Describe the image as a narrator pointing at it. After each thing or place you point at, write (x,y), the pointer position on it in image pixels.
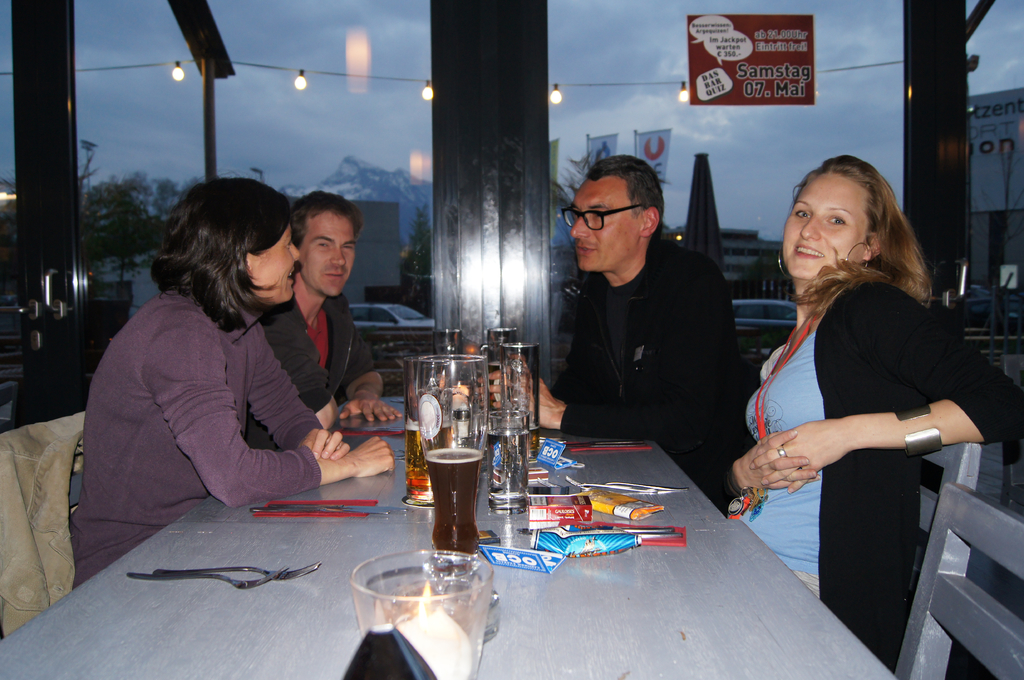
There are four persons (357,353) sitting on the chair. On the background (388,132) we can see glass window (386,127). From this glass window (367,130) we can see lights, sky (768,212), trees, buildings (984,255). There is a table (391,531). On the table (415,526) we can see glass (462,519), papers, spoons (647,528). We can see chairs (969,554).
